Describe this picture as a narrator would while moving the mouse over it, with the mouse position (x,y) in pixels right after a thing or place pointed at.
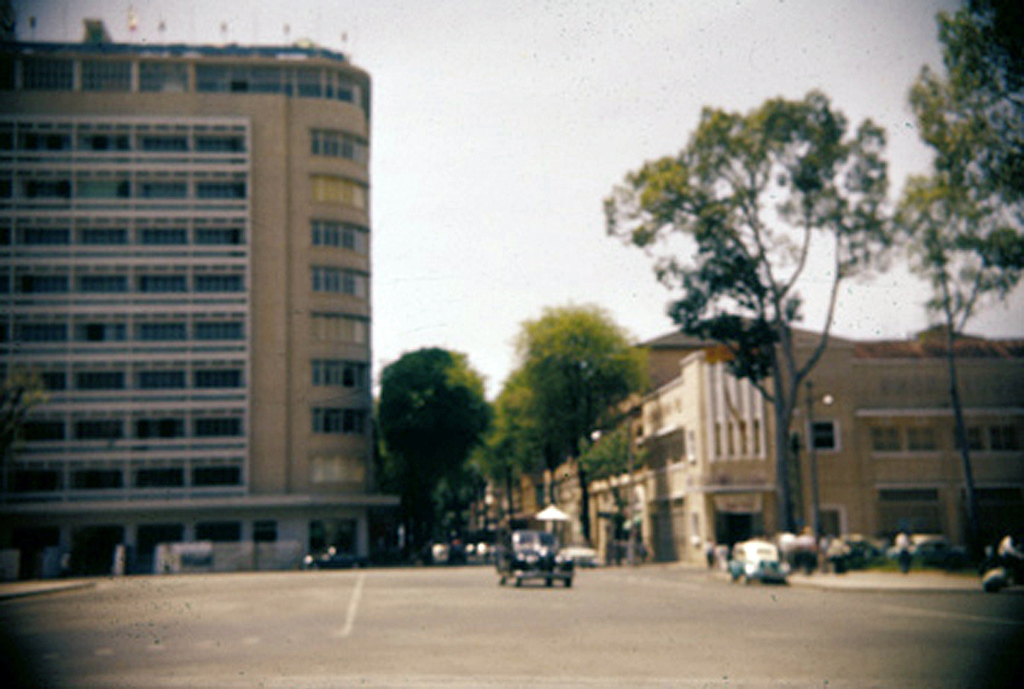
In this picture we can see few vehicles (756,556) and group of people (782,546), in the background (594,310) we can see few buildings (341,424), trees (545,404) and poles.
